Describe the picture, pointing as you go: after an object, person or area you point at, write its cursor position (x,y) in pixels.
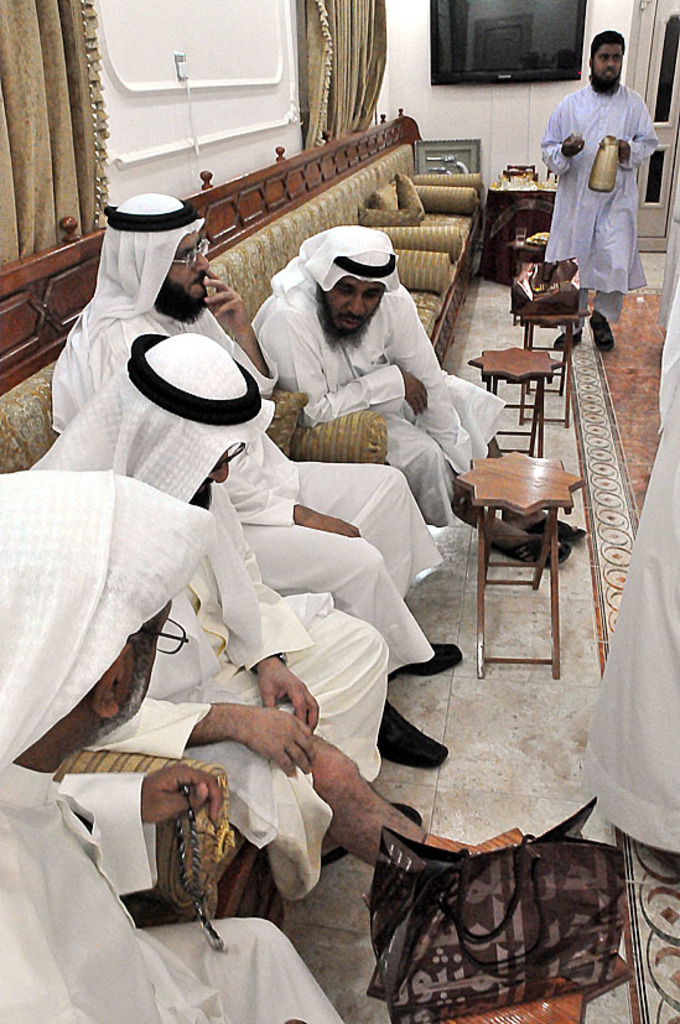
Persons (325,480) are sitting on a couch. Television (527,41) is attached to a wall (397,84). This person (589,107) is holding a jar (593,181). In-front of this person (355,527) there is a table (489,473). On this table (566,1021) there is a bag (539,893). This are curtains (333,100). This is a door (656,104).
